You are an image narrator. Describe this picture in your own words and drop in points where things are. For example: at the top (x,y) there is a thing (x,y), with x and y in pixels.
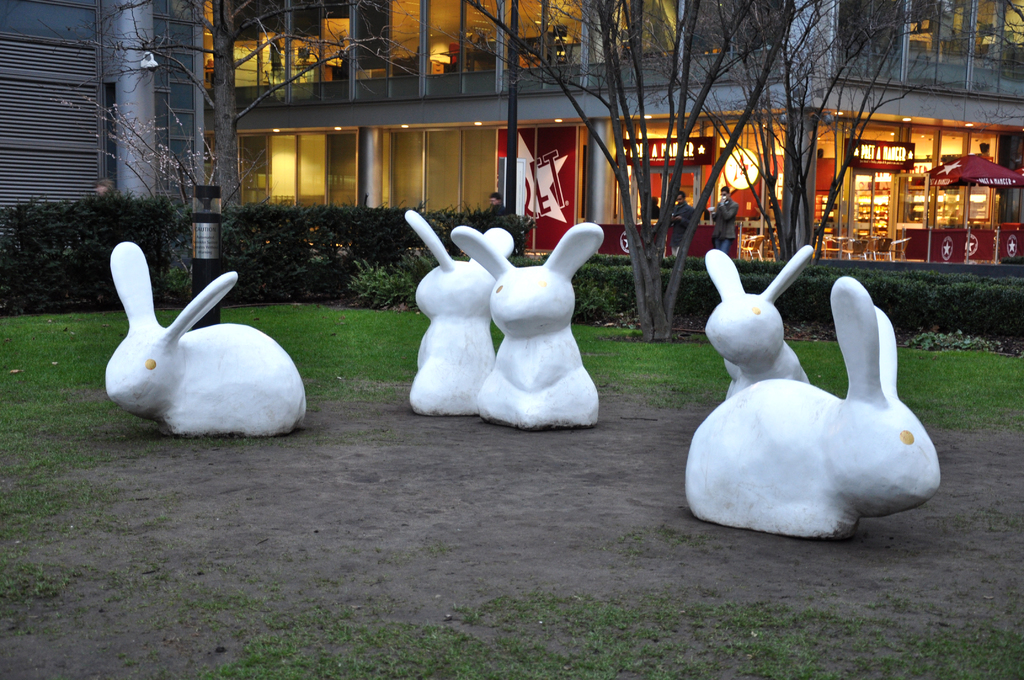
In the image we can see there are statue (472,387) of rabbits (493,389) kept on the ground (536,439) and there are trees (616,158). Behind there is a building (390,162) and there are people (682,230) standing near the building (862,209).
